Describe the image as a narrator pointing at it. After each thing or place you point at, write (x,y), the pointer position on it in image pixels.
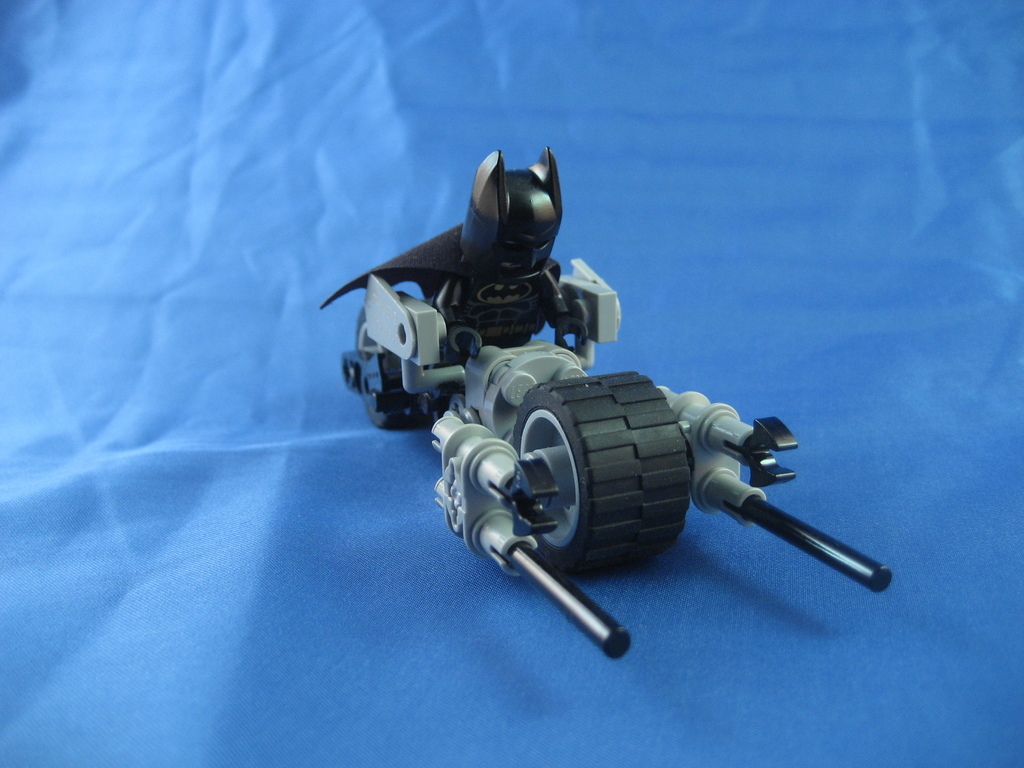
In this picture I can see a Lego toy of batman (489,310) and I see the blue color thing (260,278).
